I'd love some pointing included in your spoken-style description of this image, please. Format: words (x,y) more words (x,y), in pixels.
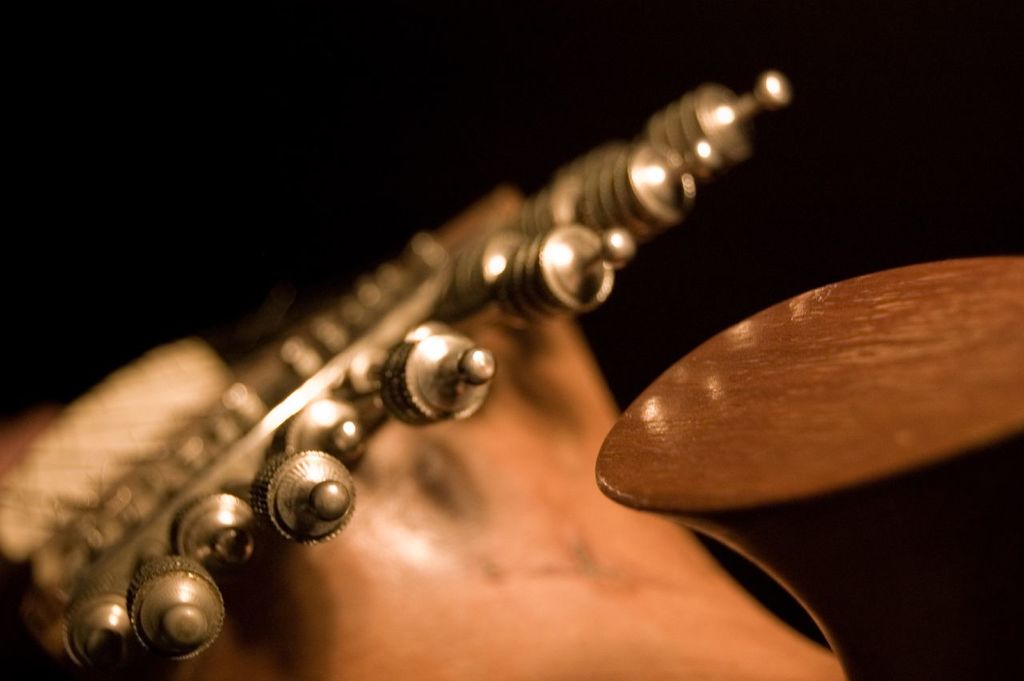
This is a macro image and it consists of an object (1021,474) which looks like a musical instrument (74,413).
